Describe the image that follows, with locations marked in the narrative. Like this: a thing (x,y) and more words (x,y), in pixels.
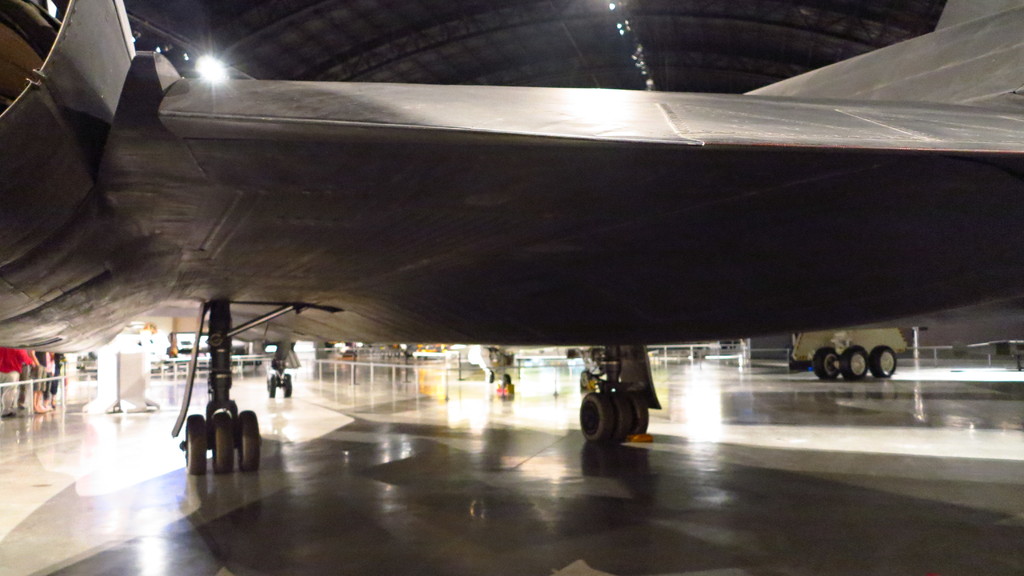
In this picture we can see wheels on an airplane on the ground (626,451), here we can see a fence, people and some objects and in the background (750,74) we can see a roof (708,40), lights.
